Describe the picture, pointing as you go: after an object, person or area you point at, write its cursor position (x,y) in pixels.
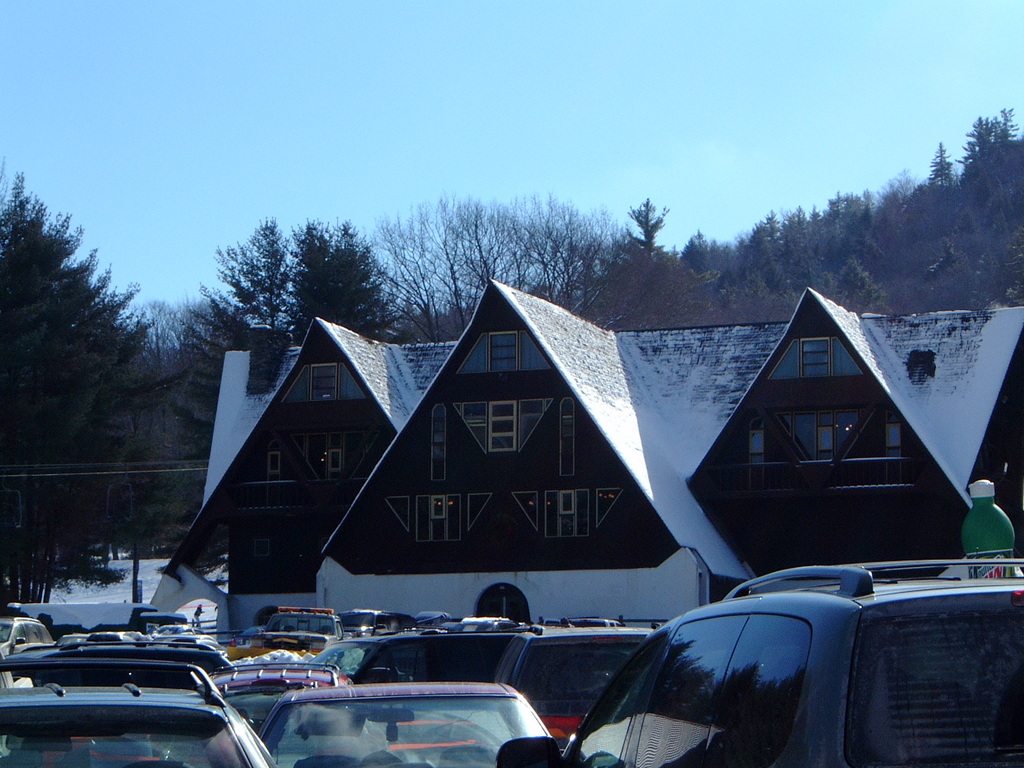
In this image in the front (428,682) there are cars (496,657). In the background (454,540) there is a house (675,486) and there are trees (762,272).
